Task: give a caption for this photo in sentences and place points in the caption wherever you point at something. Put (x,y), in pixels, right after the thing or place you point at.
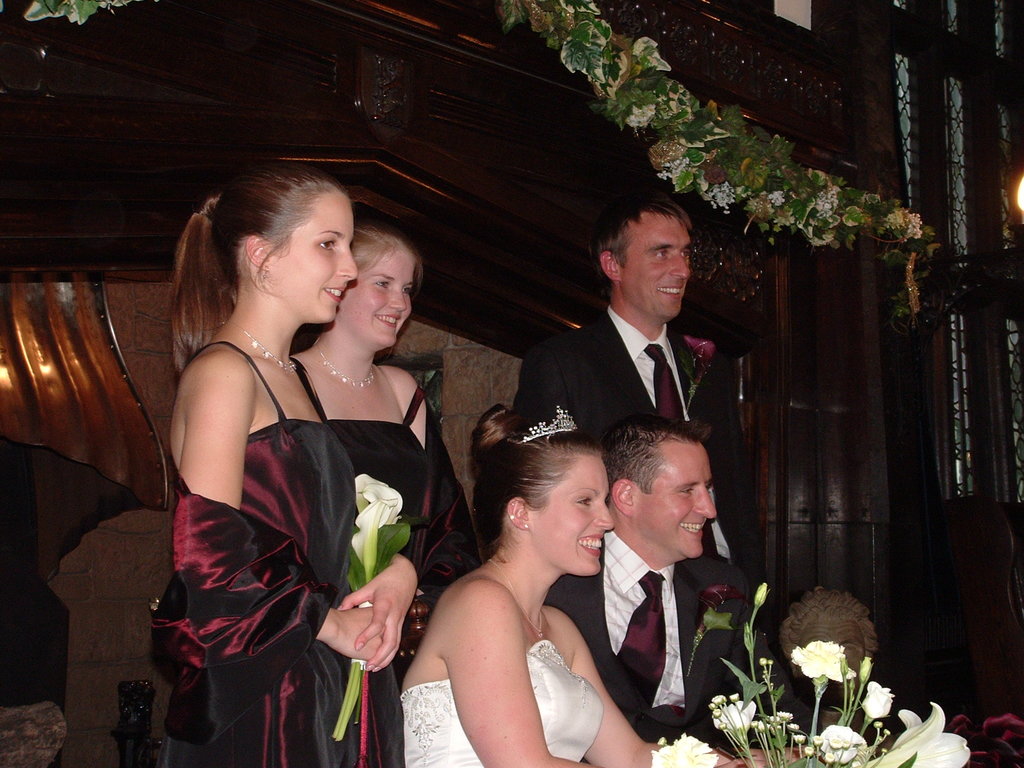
In the center (665,474), there is a person (679,477) in a suit (604,610) and a woman (455,721) in a white color dress (585,717), smiling and sitting. Behind them, there are two women (241,349) and a man (623,279), smiling and standing. One of the two women (381,651) is holding flowers (385,515). On the right side (854,723), there are flowers (907,736) arranged. In the background (855,323), there is a garland (871,225) and other objects (88,333).
